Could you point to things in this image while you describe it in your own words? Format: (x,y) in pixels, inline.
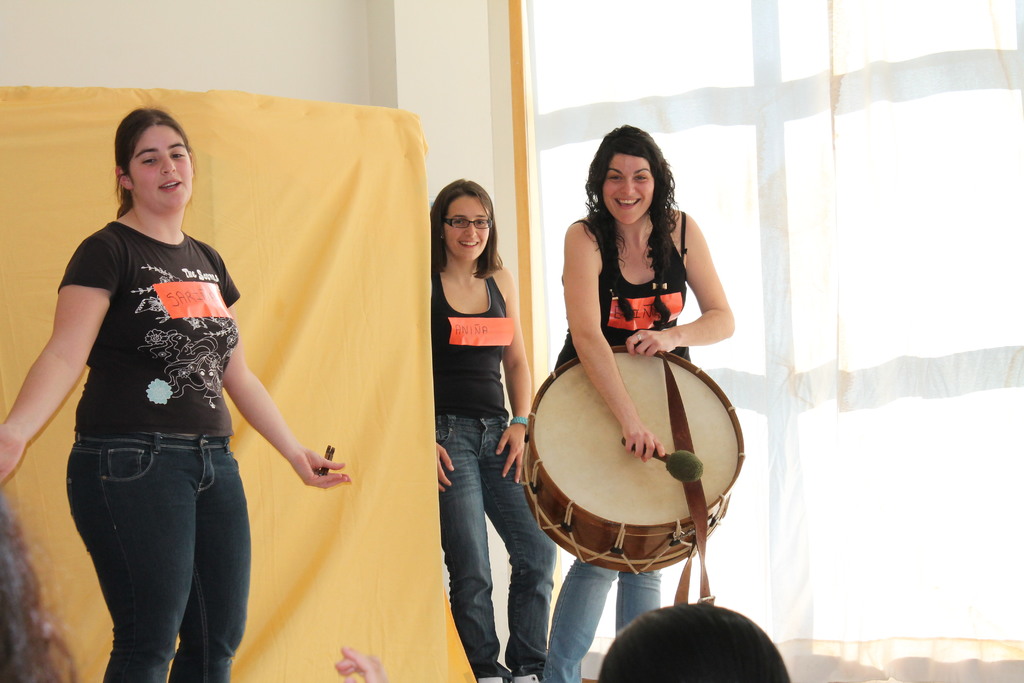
There are three women (227,300) standing and smiling, one woman (651,215) is holding a drum (596,476) and playing. This looks like an yellow cloth (384,371) and This looks like a white cloth (814,338) hanging.
